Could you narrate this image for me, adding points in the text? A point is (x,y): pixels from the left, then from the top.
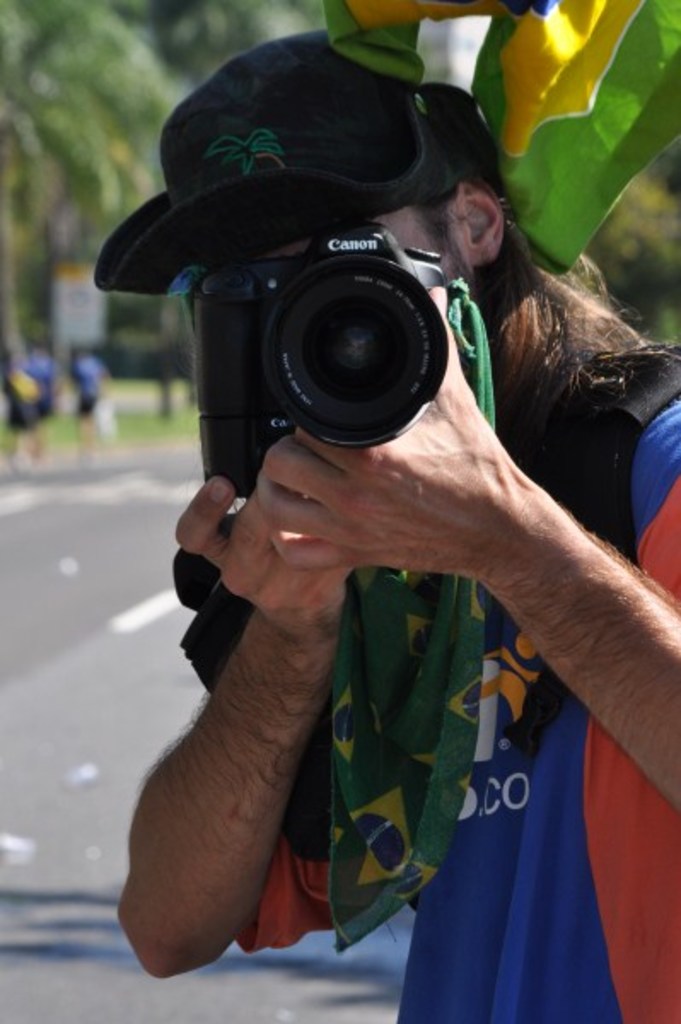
This image consists of a person (366,507) who is clicking pictures. That person (248,232) has a camera (265,323) in his hand (324,486). There are trees (34,58) on the top left corner (106,308). There are persons (81,390) walking in the left side (27,419).
